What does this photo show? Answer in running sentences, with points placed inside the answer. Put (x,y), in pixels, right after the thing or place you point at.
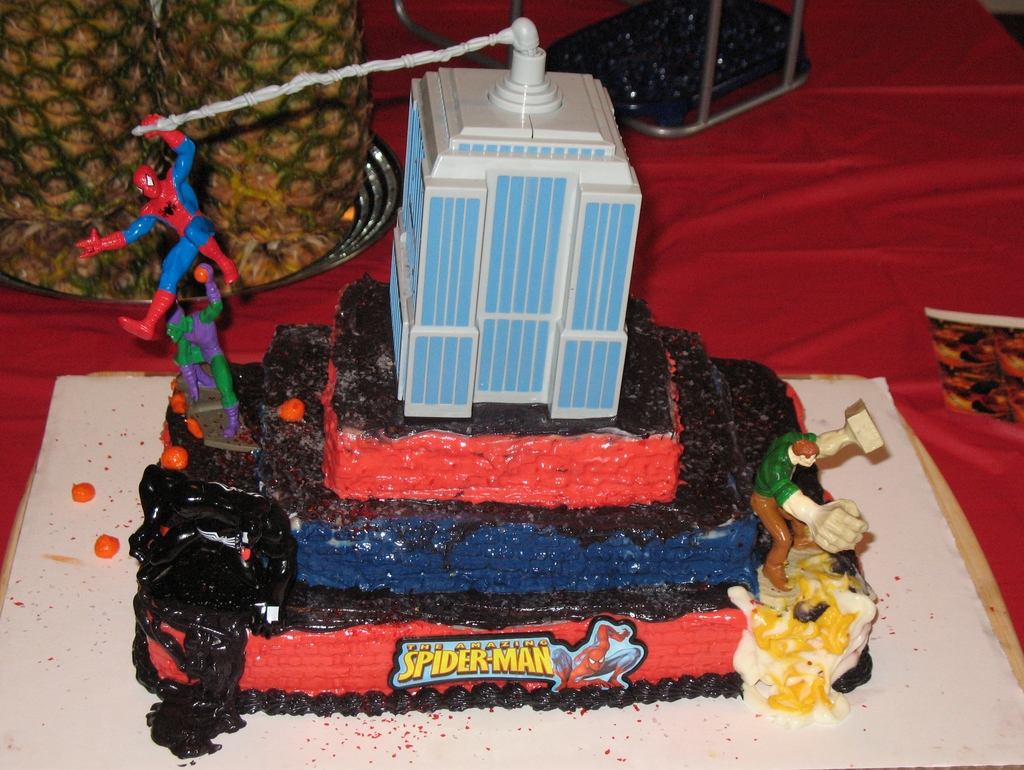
Here we can see toys (799,547), cake (389,481), fruits (53,147) and objects (343,249) on the red surface (905,58).
